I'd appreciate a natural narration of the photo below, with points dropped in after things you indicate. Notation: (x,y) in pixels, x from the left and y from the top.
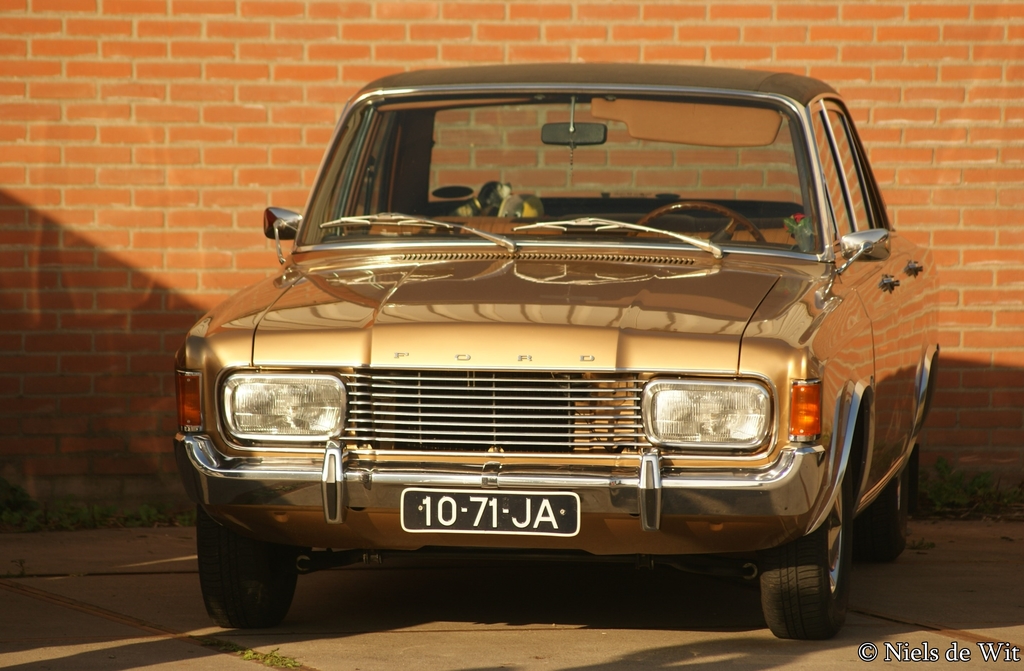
In this picture there is a car (443,340) which is parked near to the brick wall (144,294). In the bottom right corner (869,655) I can see the watermark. Beside the car (405,526) I can see some grass (967,478).
